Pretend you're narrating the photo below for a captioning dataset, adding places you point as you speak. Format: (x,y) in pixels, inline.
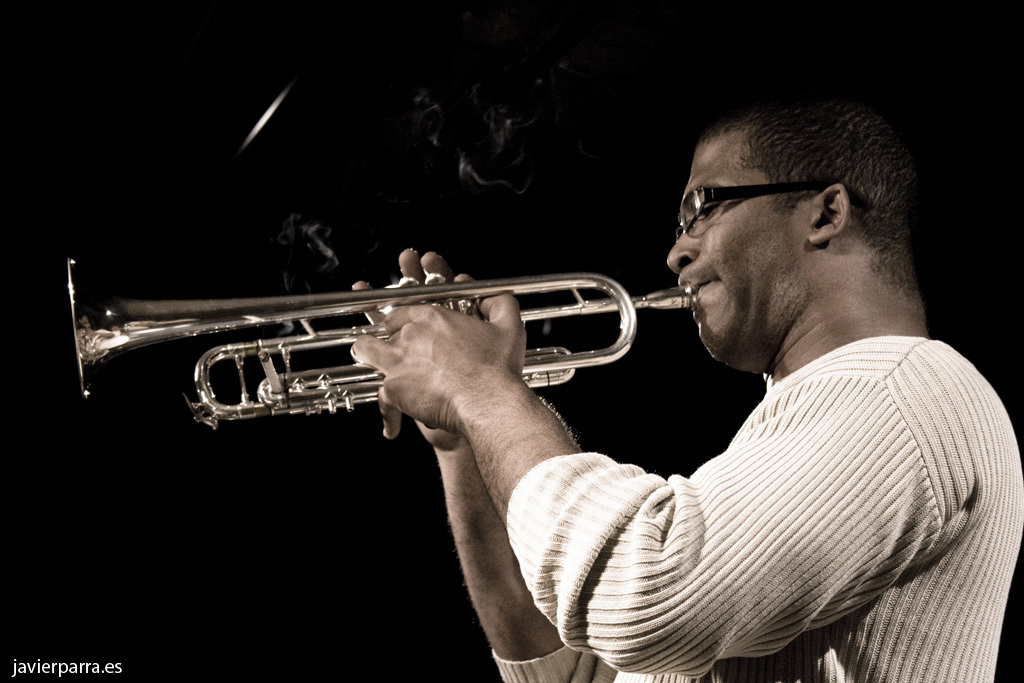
This image consists of a man (607,492) playing a trumpet (350,309). He is wearing a white color sweater (770,526). The background (271,637) is too dark.
